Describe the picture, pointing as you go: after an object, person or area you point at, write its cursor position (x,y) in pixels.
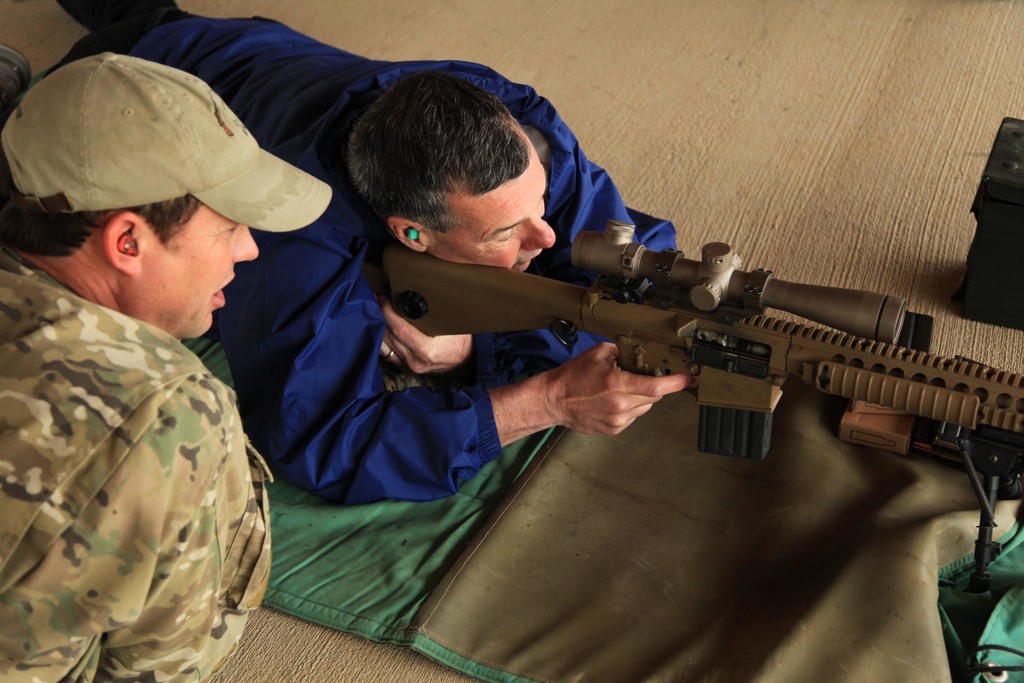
In this image we can see two men (240,373). One man (324,114) is lying on the floor (704,110). He is wearing dark blue color shirt (345,190) and black pant (128,39). He is holding weapon (685,329) in his hand (605,381). At the bottom of the image (509,579) green and brown color cloth sheet (529,550) is there. The other man (232,570) is wearing army uniform (145,541).
